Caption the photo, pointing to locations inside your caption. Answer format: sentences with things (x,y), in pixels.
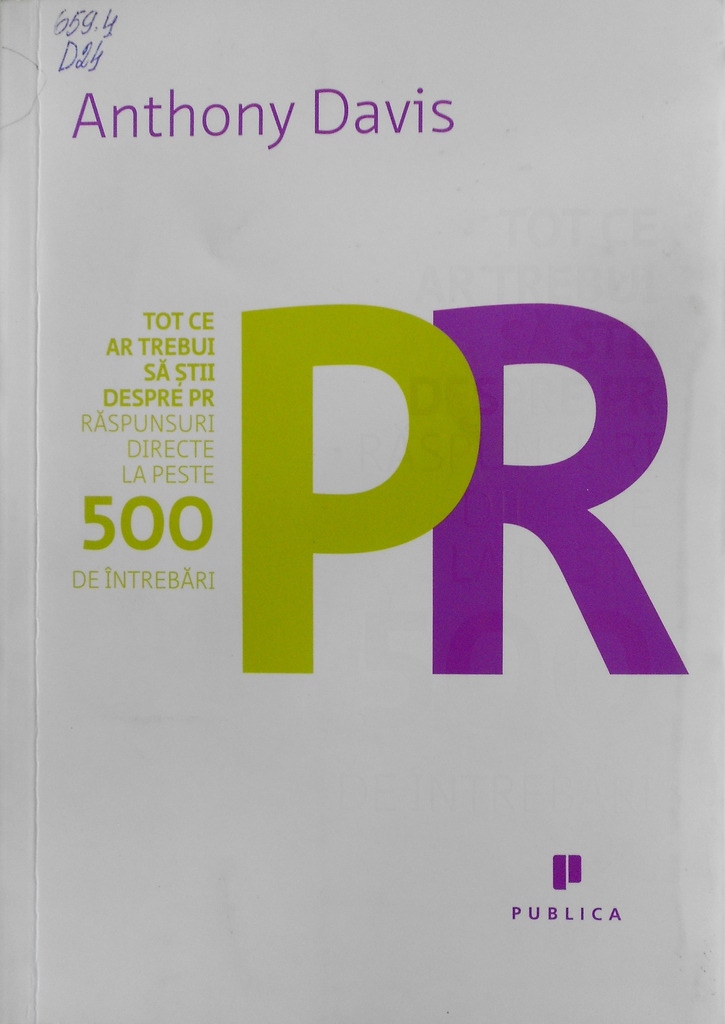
In this image, we can see a white color poster (362,204), on that poster (346,701) ANTHONY DAVIS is printed.
